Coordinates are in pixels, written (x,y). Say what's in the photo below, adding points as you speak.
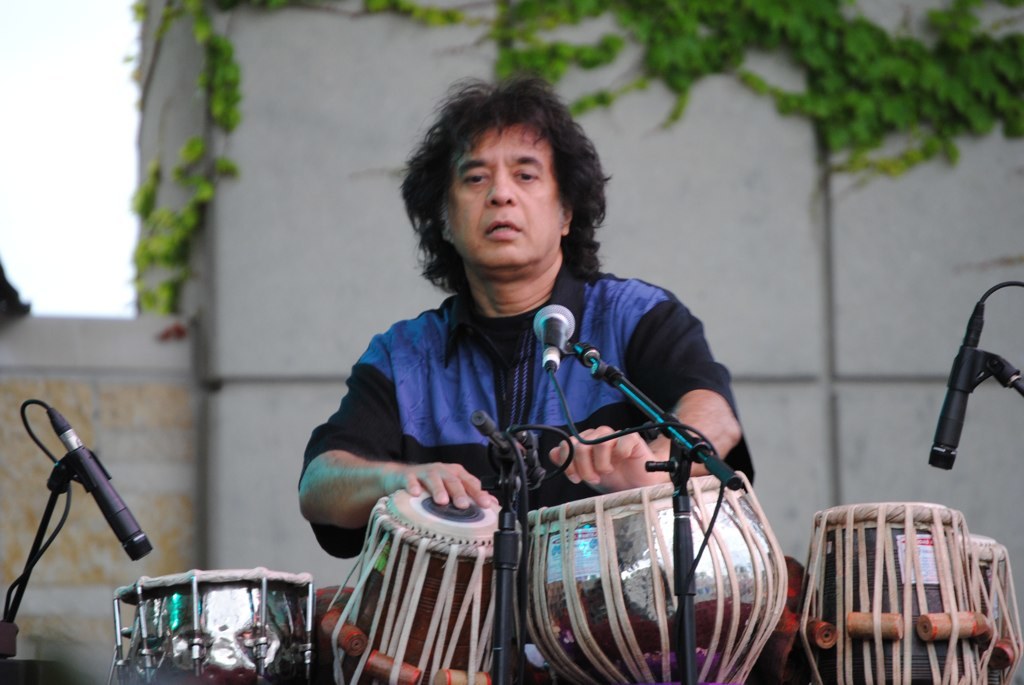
In this picture we can see a person (660,291) playing drums (623,531). We can see few drums (923,656) and mics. There is a building (628,52) and some plants (819,73) are visible on this building (596,142).
